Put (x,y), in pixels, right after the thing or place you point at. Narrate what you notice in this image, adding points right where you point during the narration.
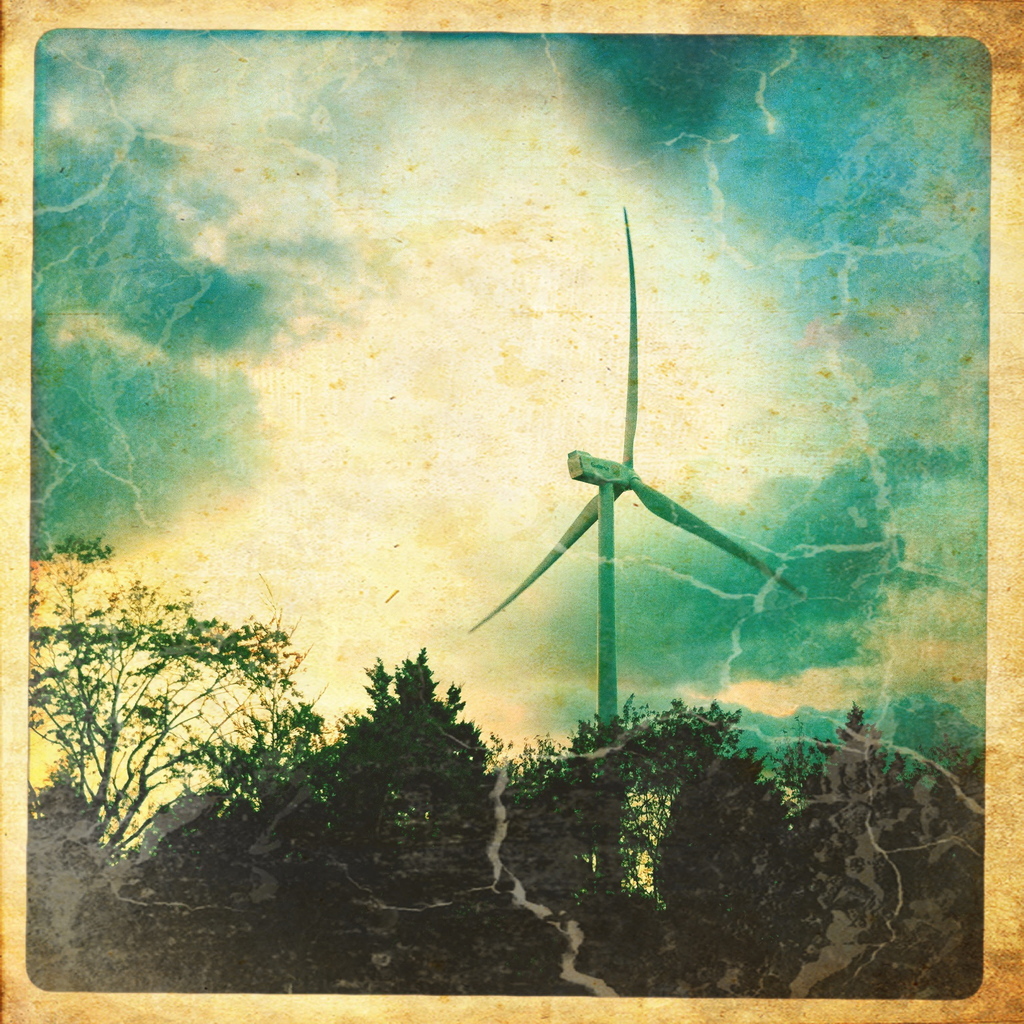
In this image, there is a photo of a picture. In this picture, there are some trees (710,831) at the bottom of the image (323,776). There is a windmill (613,479) in the middle of the image (594,519). In the background (549,511), there is a sky (807,375).
